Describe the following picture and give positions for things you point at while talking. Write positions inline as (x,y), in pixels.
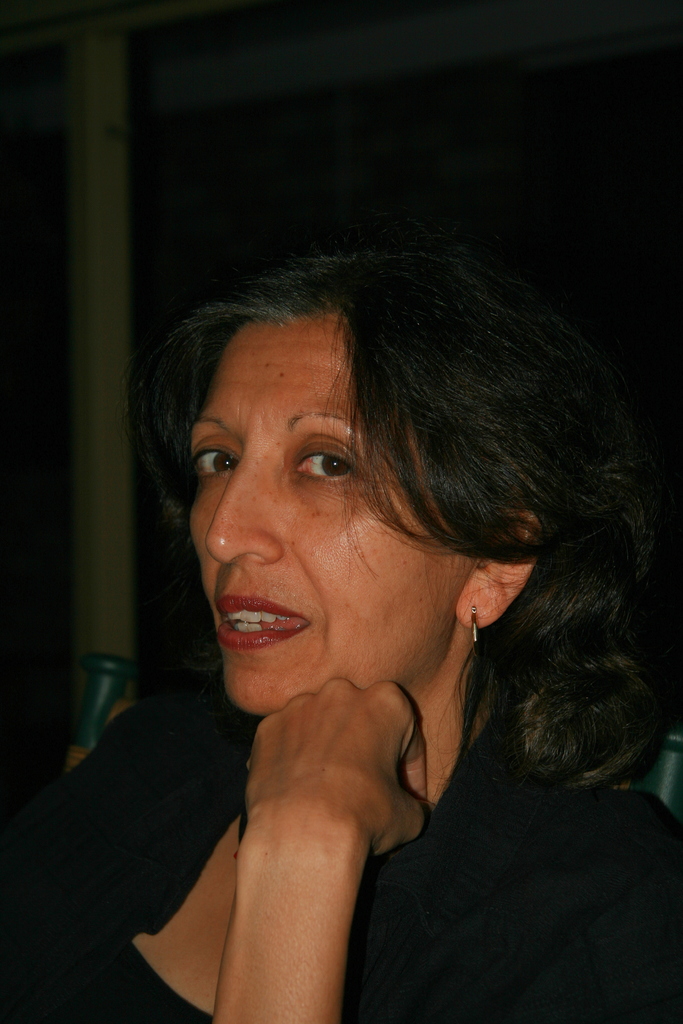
In this picture there is a woman (479,852) wearing black dress (447,883) and there are some other objects (115,449) in the background (100,308).
